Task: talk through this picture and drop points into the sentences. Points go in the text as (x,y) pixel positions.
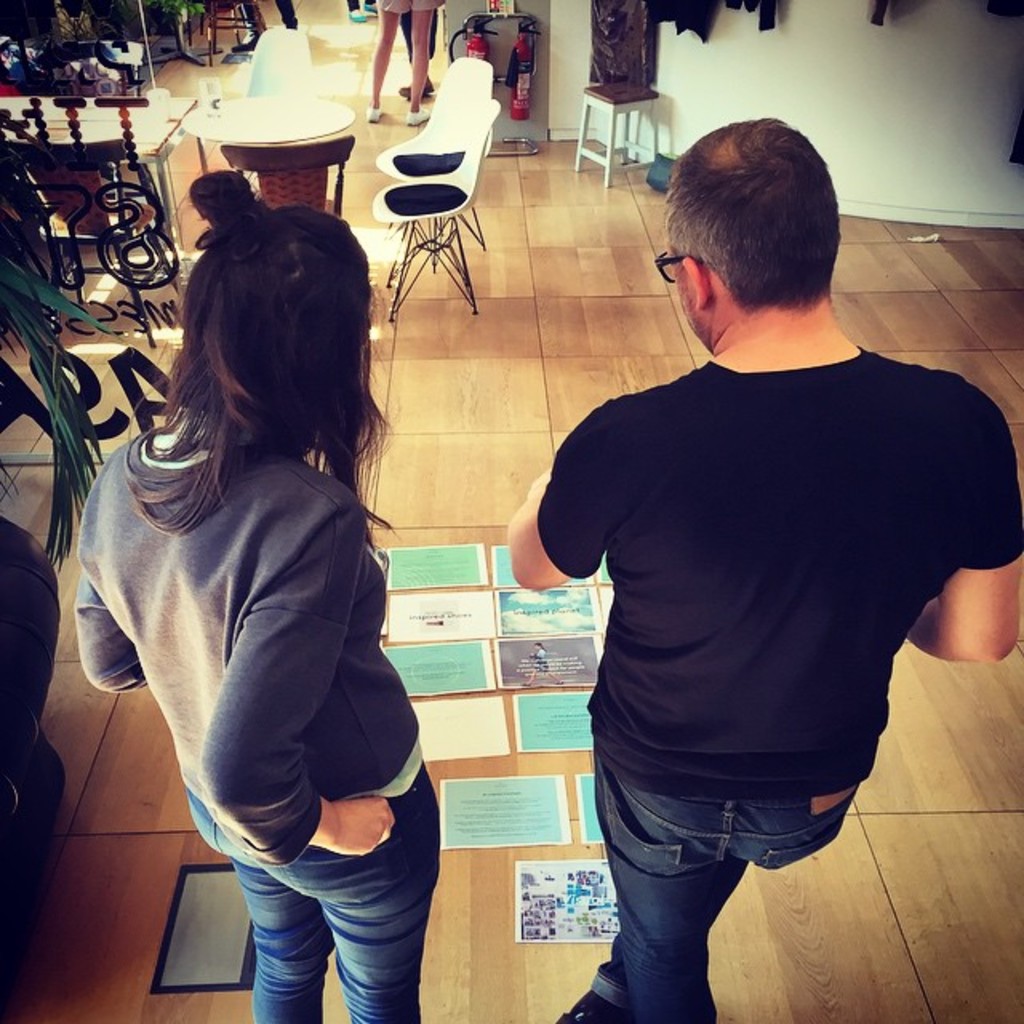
These two persons (732,689) are standing. On floor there are different type of posters (497,653). We can able to see chairs (473,132), tables (267,125). On wall (501,51) there is a fire extinguisher (526,31).
